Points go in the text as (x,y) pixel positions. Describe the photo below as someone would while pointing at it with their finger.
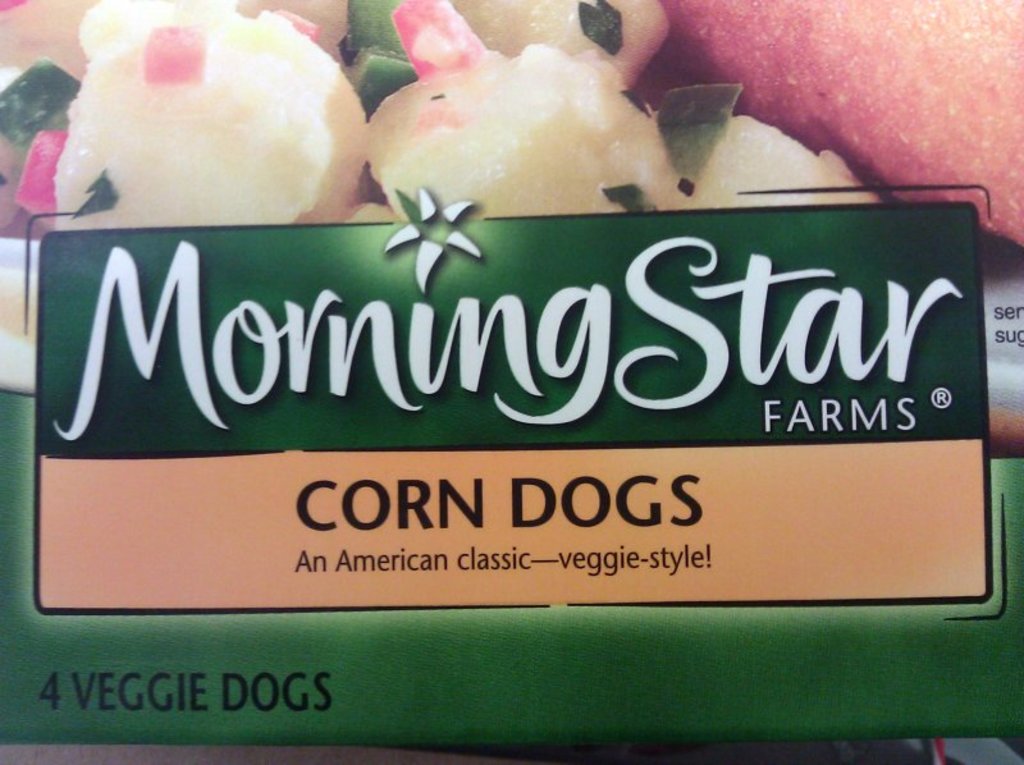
In this image I can see sticker (662,255) of a food item (277,57) with some text (241,702).
